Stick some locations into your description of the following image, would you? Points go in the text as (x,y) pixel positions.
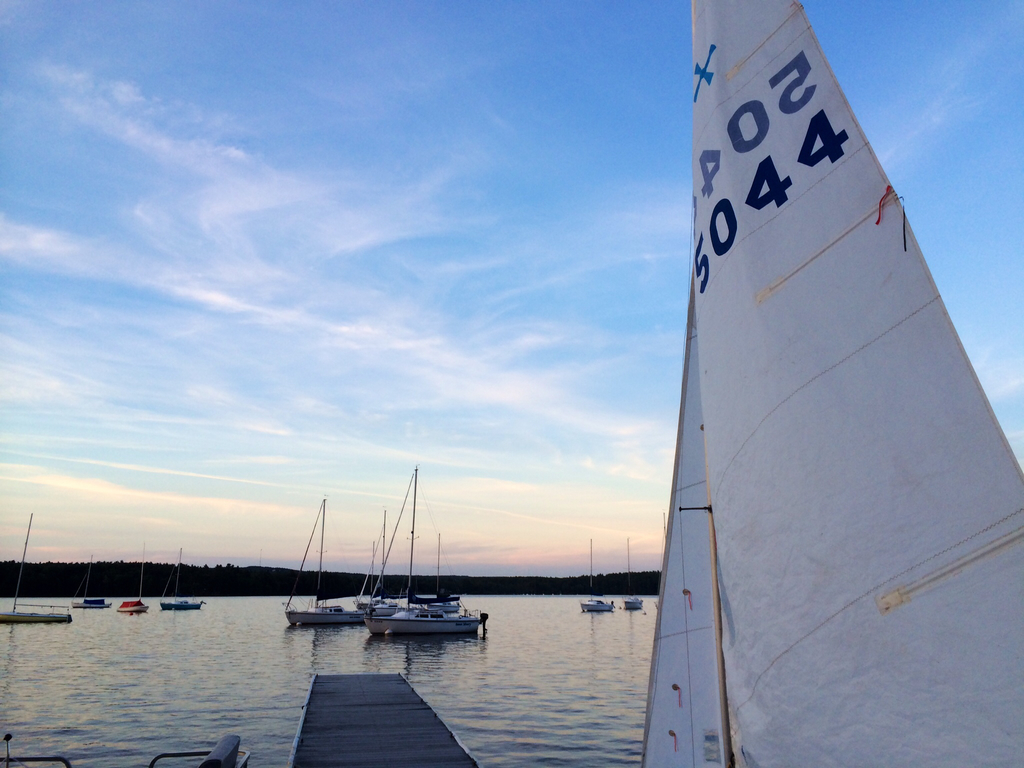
In this picture there are few boats (323,596) on the water (255,612) and there are trees (219,581) in the background (501,587) and there is an object (823,388) which has something written on it in the right corner (879,506).
